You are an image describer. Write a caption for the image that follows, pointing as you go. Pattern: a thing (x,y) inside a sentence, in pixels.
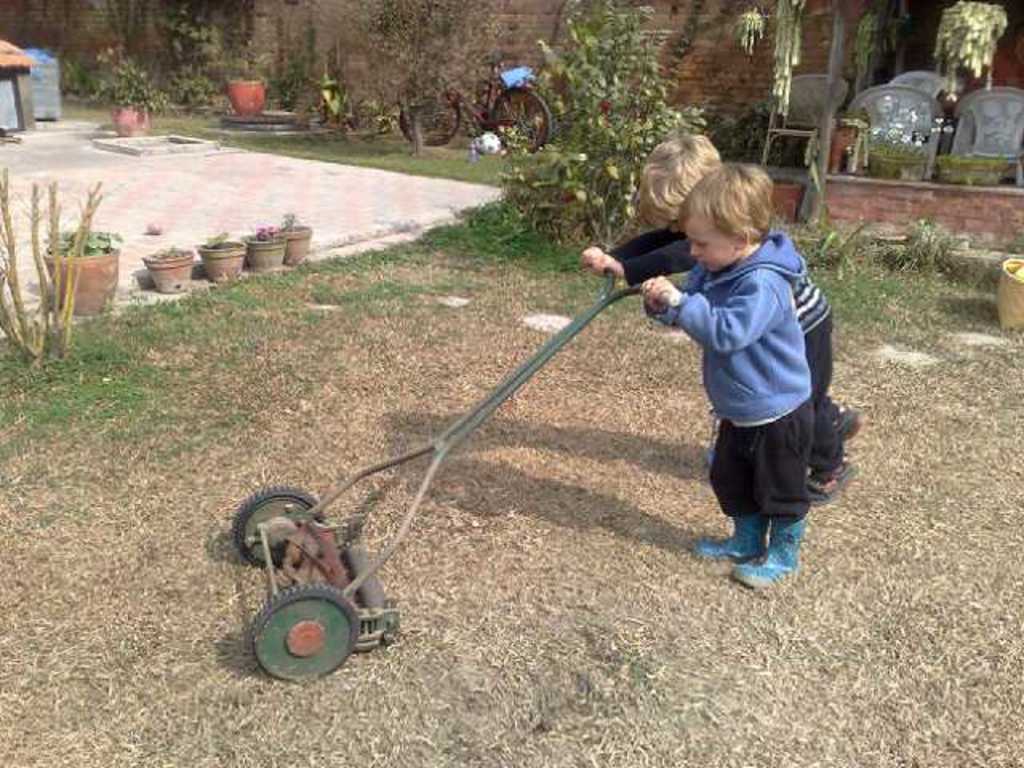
In this image I can see an equipment (362,592) over here and I can see two children (709,331) are holding it. I can also see plants (77,245) in pots (158,263), a bicycle (535,103) over there and here I can see few chairs (893,97).
